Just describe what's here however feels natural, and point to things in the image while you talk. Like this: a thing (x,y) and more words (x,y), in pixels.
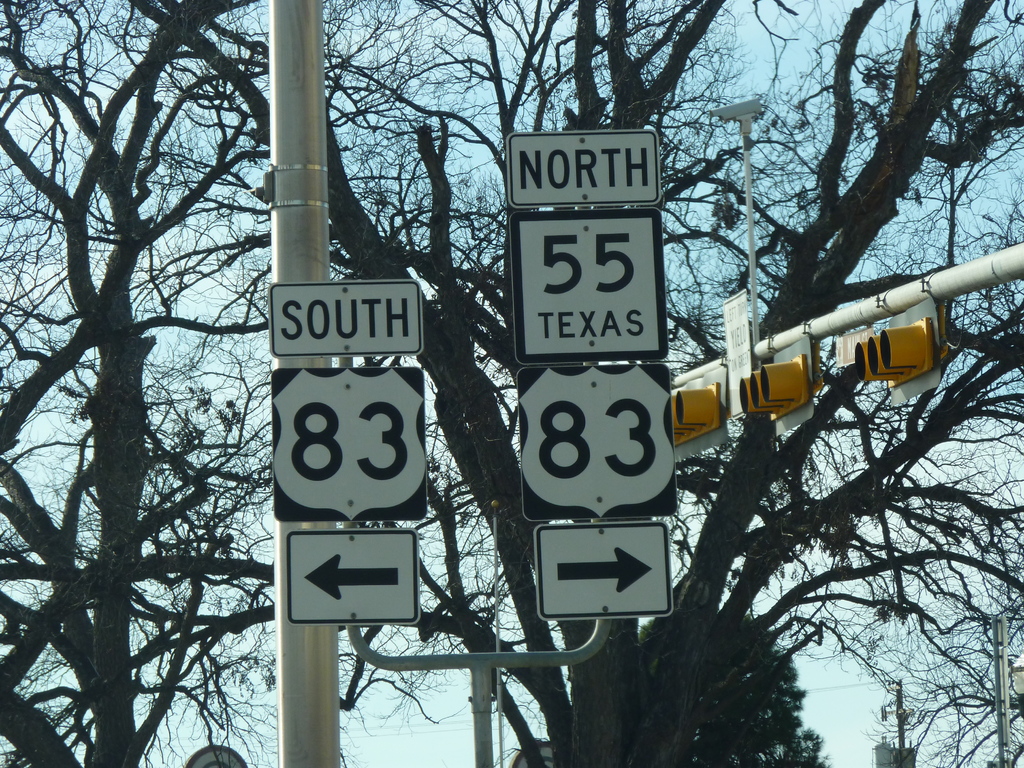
In this image there are sign boards (343,291) and signal lights (722,378), in the background (162,325) there are trees (42,626) and the sky (467,115).
